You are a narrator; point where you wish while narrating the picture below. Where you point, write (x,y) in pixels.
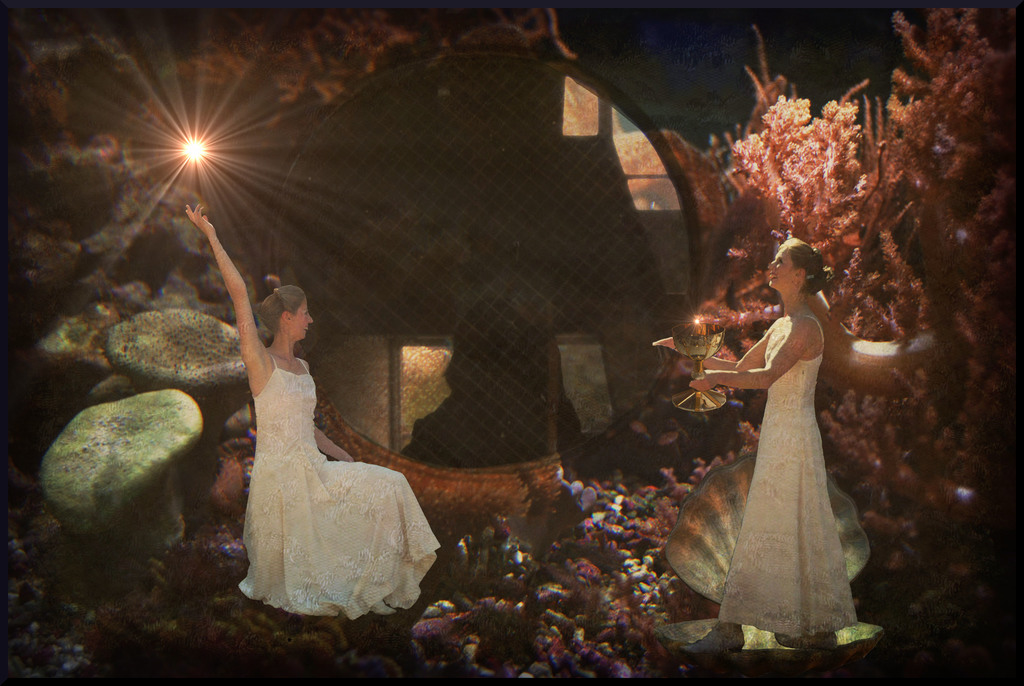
On the left side (283,444), there is a woman (290,456) in white color dress (285,471) having stretched her hand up and sitting above the ground (470,588) on which, there are plants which are having flowers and there are rocks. On the right side (761,376), there is another woman (768,342) in white color dress (841,615) standing on the shell (765,644) of a bivalve (856,628) near plants (967,139). In the background (173,129), there is a mirror (533,322), a light (201,124).
